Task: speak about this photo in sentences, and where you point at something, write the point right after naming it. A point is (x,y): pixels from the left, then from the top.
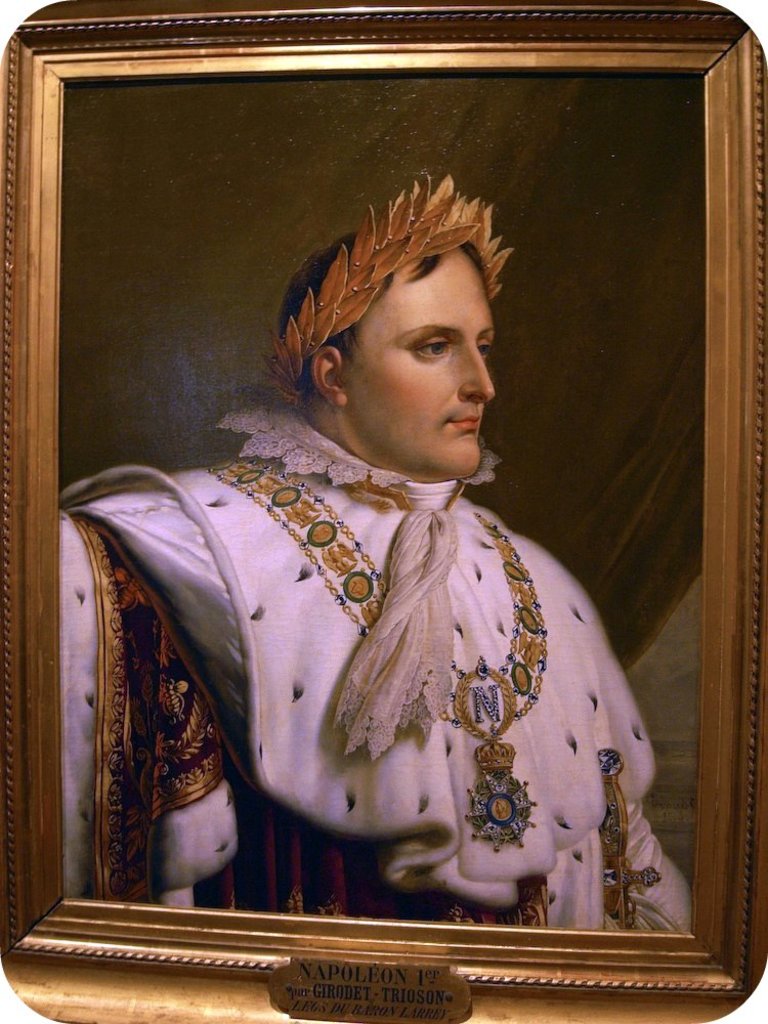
This picture shows a photo frame (51,457). We see a man (381,453) and we see a name plate (430,1002) with some text (424,1003) on it is fixed to the photo frame (227,989).
